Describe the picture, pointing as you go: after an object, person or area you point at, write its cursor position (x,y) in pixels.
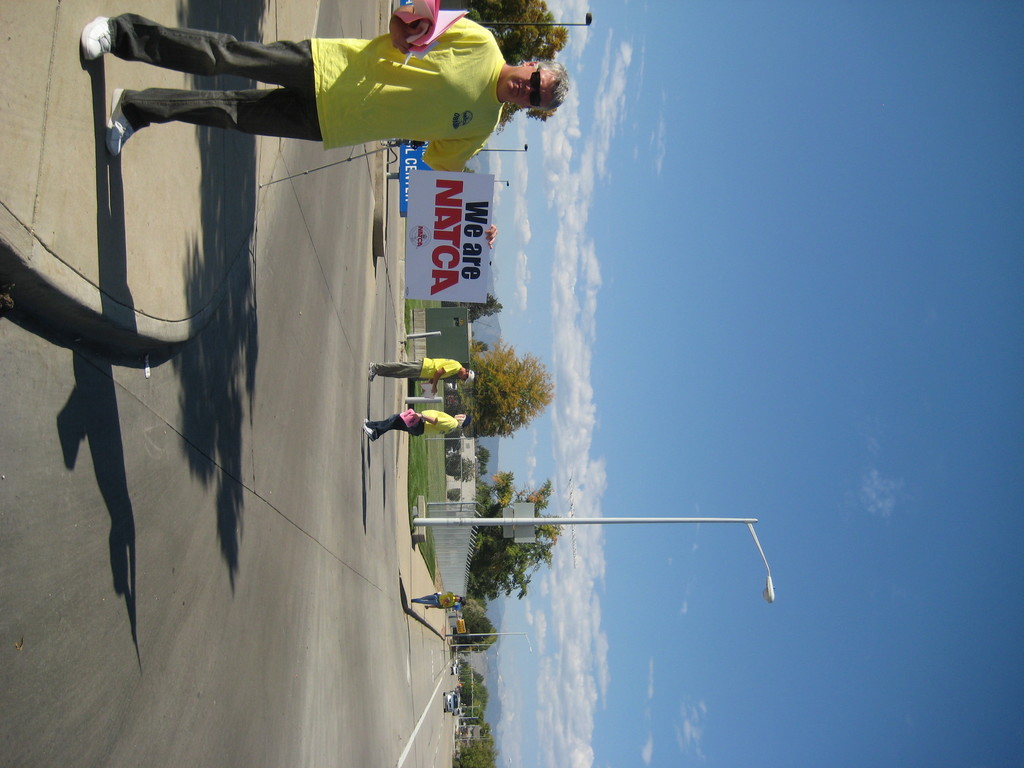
This image is in the right direction. This is an outside view. At the top (255,86) there is a man (385,77) holding some papers (432,24) in the hand (420,46) and standing on the footpath (87,231). In the middle of the image (407,387) two more persons (428,362) are standing on the road (325,381). At the bottom (461,698) there are few vehicles (454,693) on the road (395,688). On both sides of the road (450,671) there are many trees (482,629) and light poles (553,523). In the background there is a board (449,235) on which I can see some text (451,231). On the right side (851,391), I can see the sky (810,254) and clouds (571,379).
